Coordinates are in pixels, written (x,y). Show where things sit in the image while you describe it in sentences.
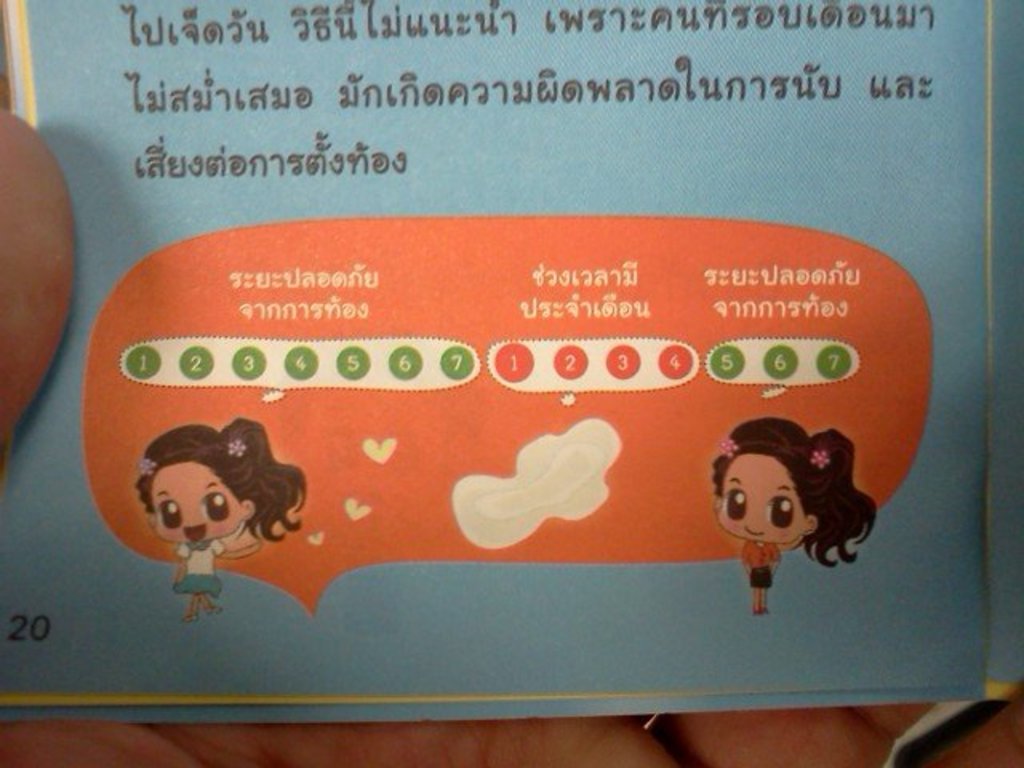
In this image we can see the hand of a person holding a paper (64,434) containing some text (548,266), numbers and pictures (768,422) on it.
